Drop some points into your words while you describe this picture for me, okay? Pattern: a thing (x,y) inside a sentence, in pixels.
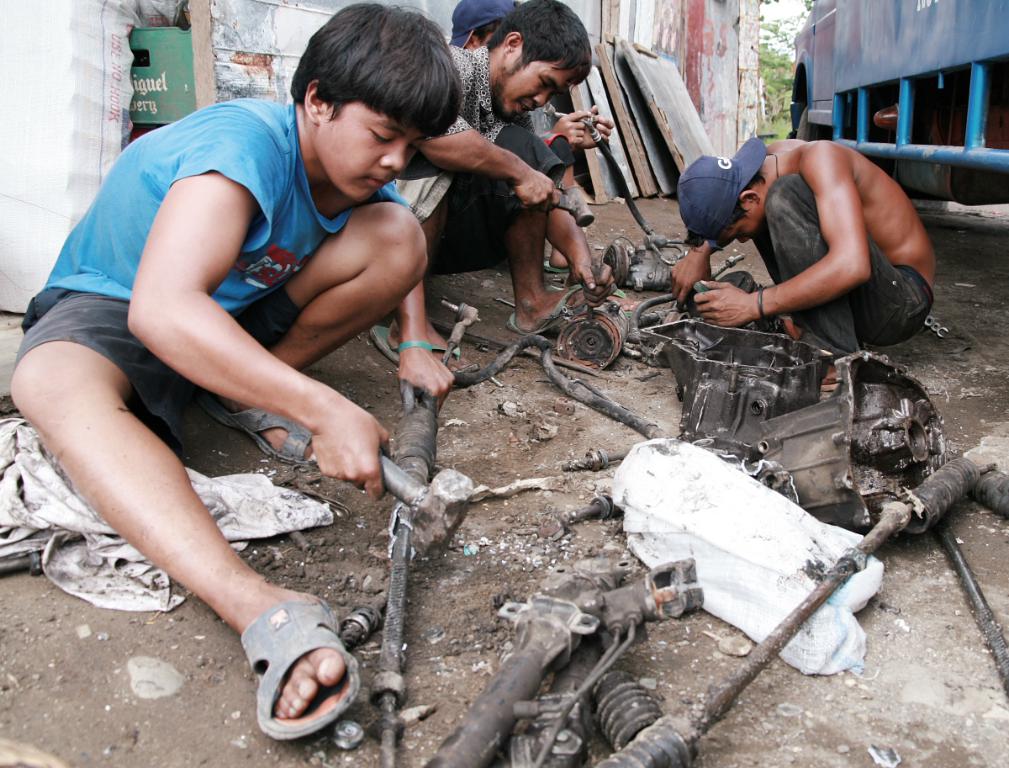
In this image there are four persons (518,326) sitting and repairing something, and in the background (936,9) there is a vehicle (953,4), there are trees (765,89) and some other objects (726,85).
